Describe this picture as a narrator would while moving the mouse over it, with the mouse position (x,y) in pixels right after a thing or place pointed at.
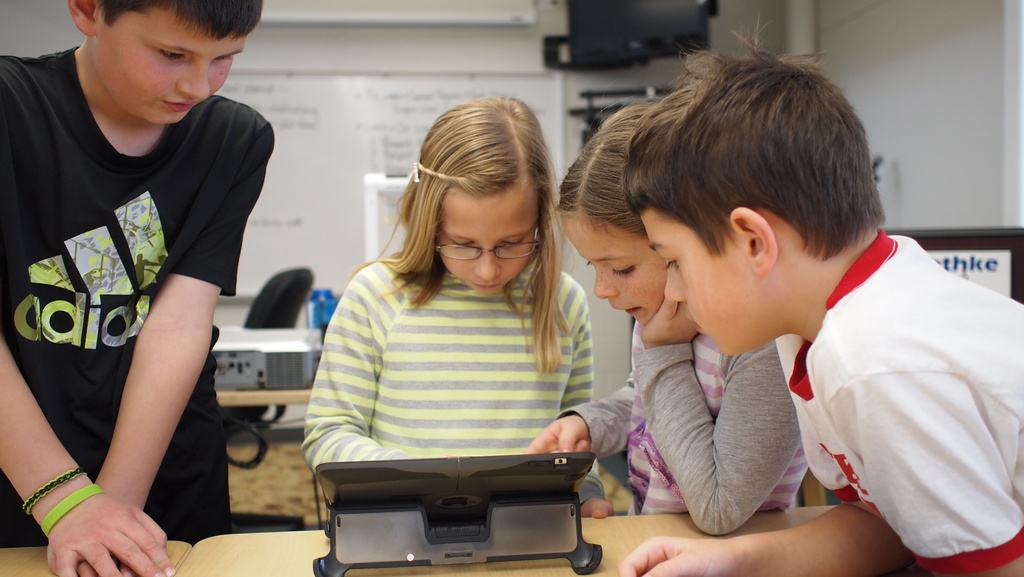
In this image I can see a boy (72,210) wearing black, green and ash colored t shirt (66,200) is standing and few other children (674,309) are standing in front of a brown colored table (263,537) and on the table (259,541) I can see a electronic gadget (444,493) which is black in color. In the background (288,356) I can see a projector (287,369), a chair (253,318), a white colored board (302,242), the white colored wall (911,93) and a black colored object (652,47).
